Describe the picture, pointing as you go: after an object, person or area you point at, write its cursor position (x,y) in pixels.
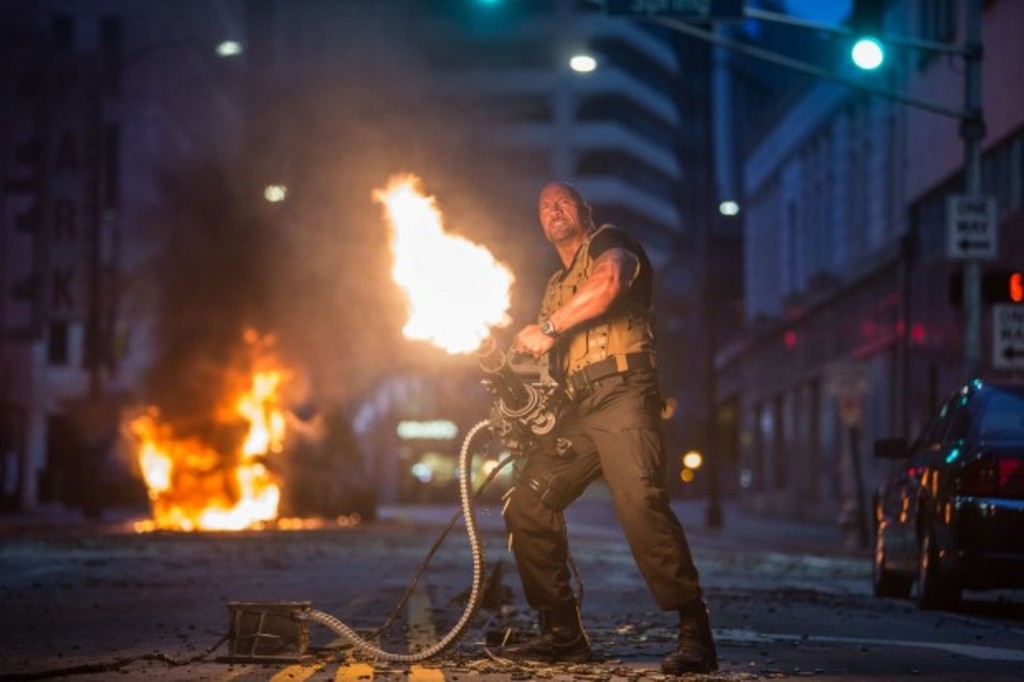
In the image we can see a man (594,351) standing, wearing clothes (572,417), a wrist watch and the man (551,496) is holding an object (505,373) in hands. This is a flame (429,277), pipe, road (737,593), vehicle (907,556) on the road (862,576), pole (956,49), light (876,65) and buildings (608,118).
